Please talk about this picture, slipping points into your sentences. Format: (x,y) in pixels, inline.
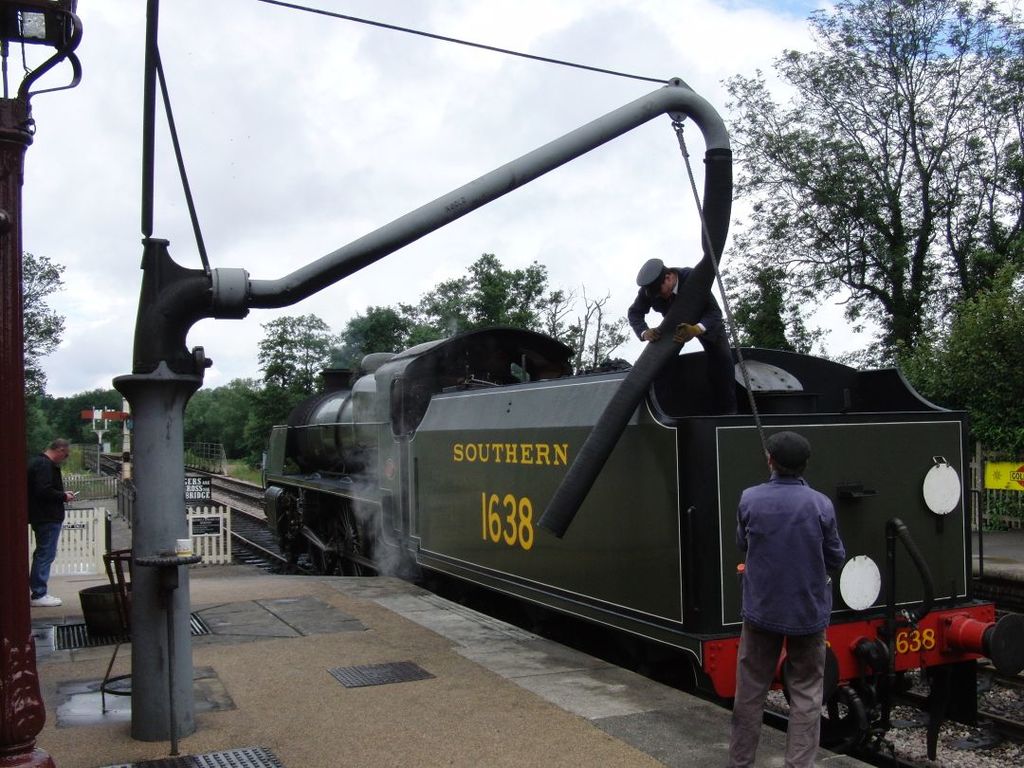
This is the rail engine (712,593) on the railway track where a man (799,548) is standing. There are trees (241,431) in this image, at the top (403,93) it's a cloudy sky (403,118).
